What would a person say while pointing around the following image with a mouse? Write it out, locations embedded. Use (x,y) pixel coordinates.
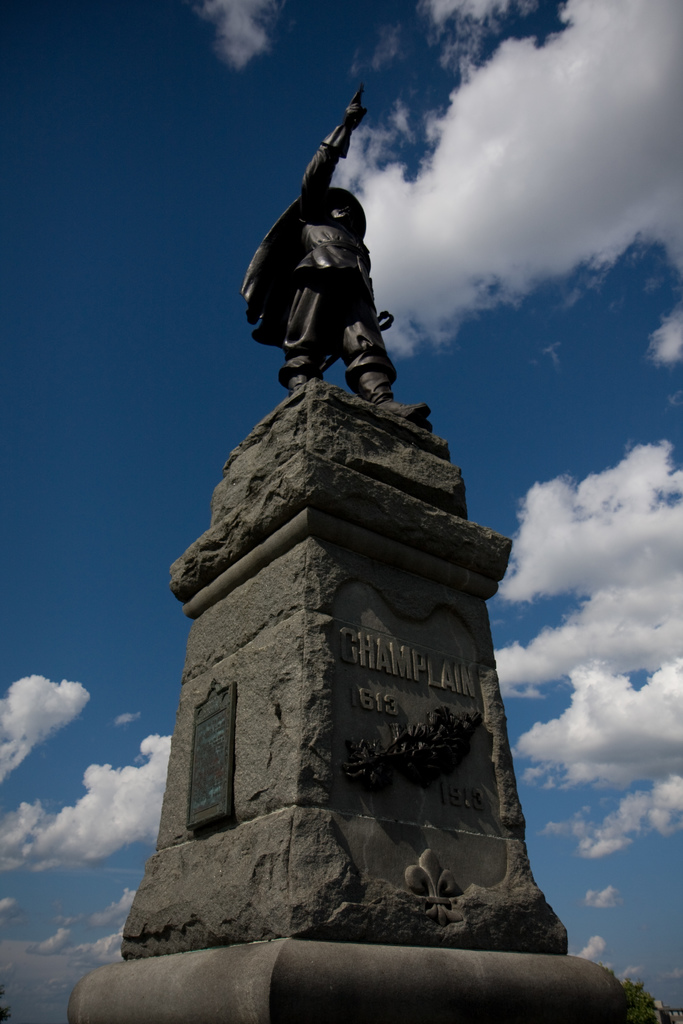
In the center of the image (301,575) there is a statue (319,631). In the background (110,458) there is a sky (292,73) and clouds (544,264).
